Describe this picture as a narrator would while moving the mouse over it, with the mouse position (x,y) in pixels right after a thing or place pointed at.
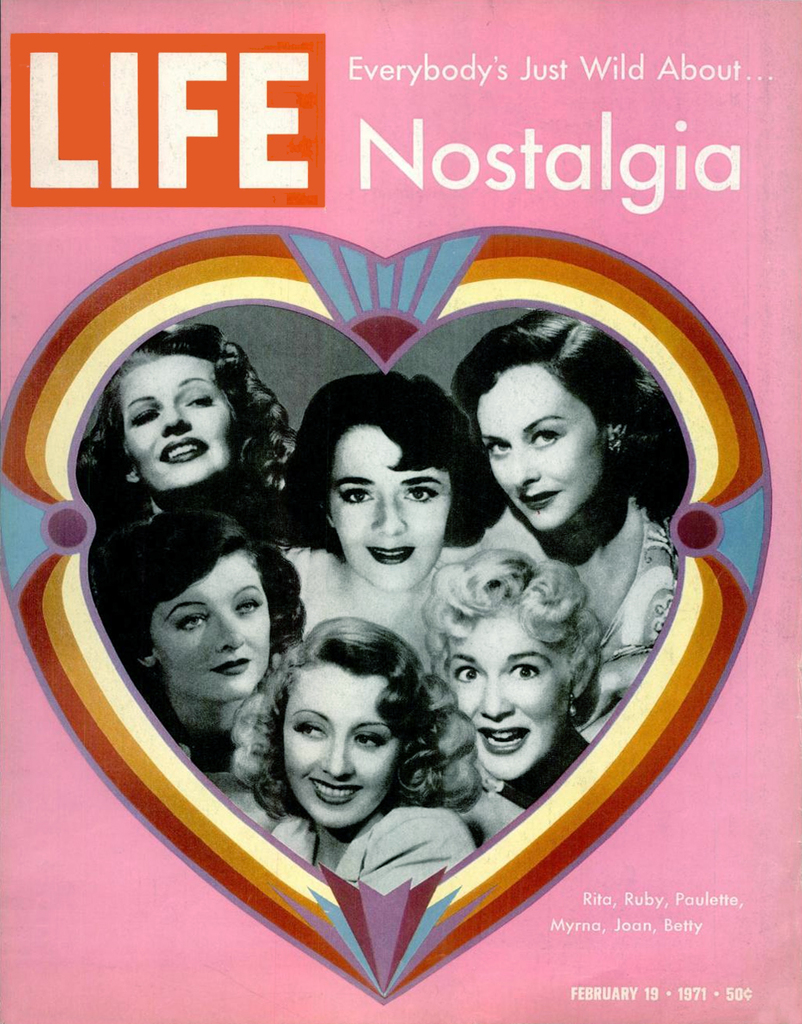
In this image there is a poster (541,501), in that poster (513,569) there are six women photos (304,492), at the top (655,181) there is a text (605,138), in the bottom right (574,1000) there is text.
